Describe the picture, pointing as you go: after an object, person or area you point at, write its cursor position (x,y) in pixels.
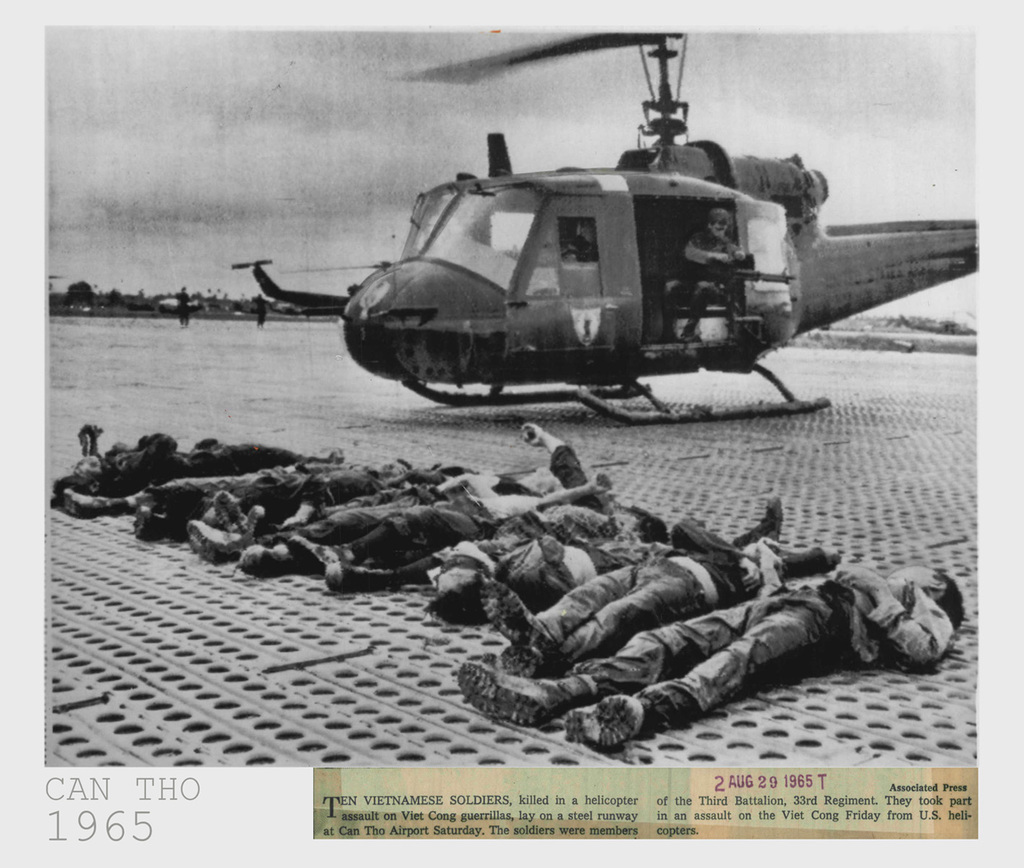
In this image we can see the few people (548,600), aircraft (456,304), in the background (257,226) we can see the sky (259,175), at the bottom (754,785) there is a written text (659,838).
